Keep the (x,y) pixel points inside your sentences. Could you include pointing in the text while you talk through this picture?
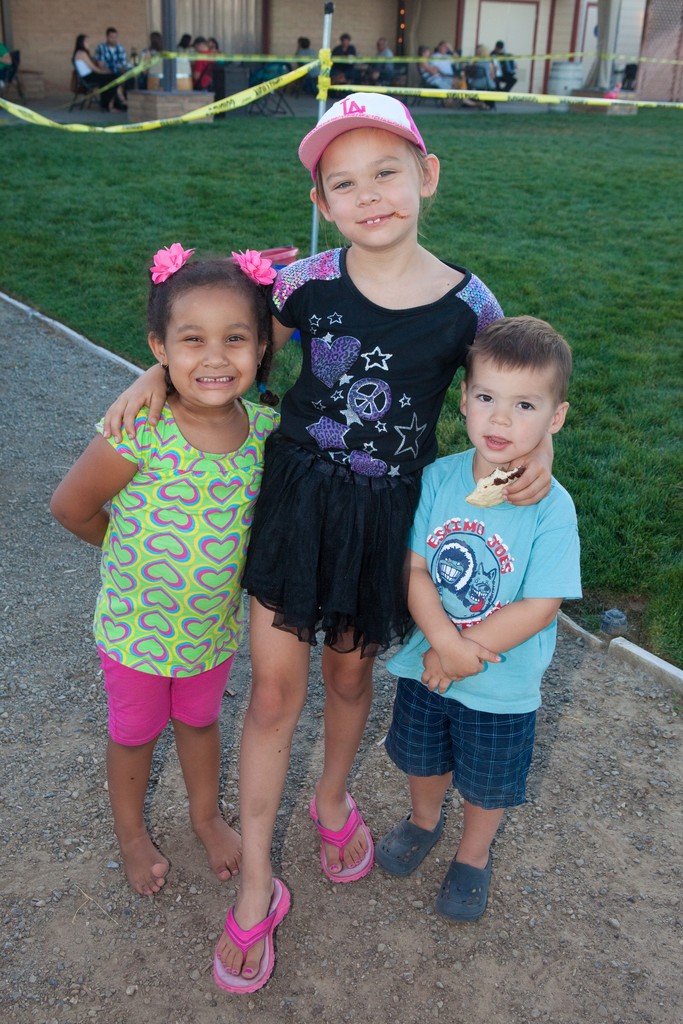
In this picture we can see three kids (294,432) standing and smiling. We can see a kid (347,117) wearing a cap (308,144) is holding an object (496,487) in the hand (508,501). Some grass (544,212) is visible on the ground (96,255). We can see a few people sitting on the chair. There are a few objects (62,125) and a building (647,73) is visible in the background (637,75).
